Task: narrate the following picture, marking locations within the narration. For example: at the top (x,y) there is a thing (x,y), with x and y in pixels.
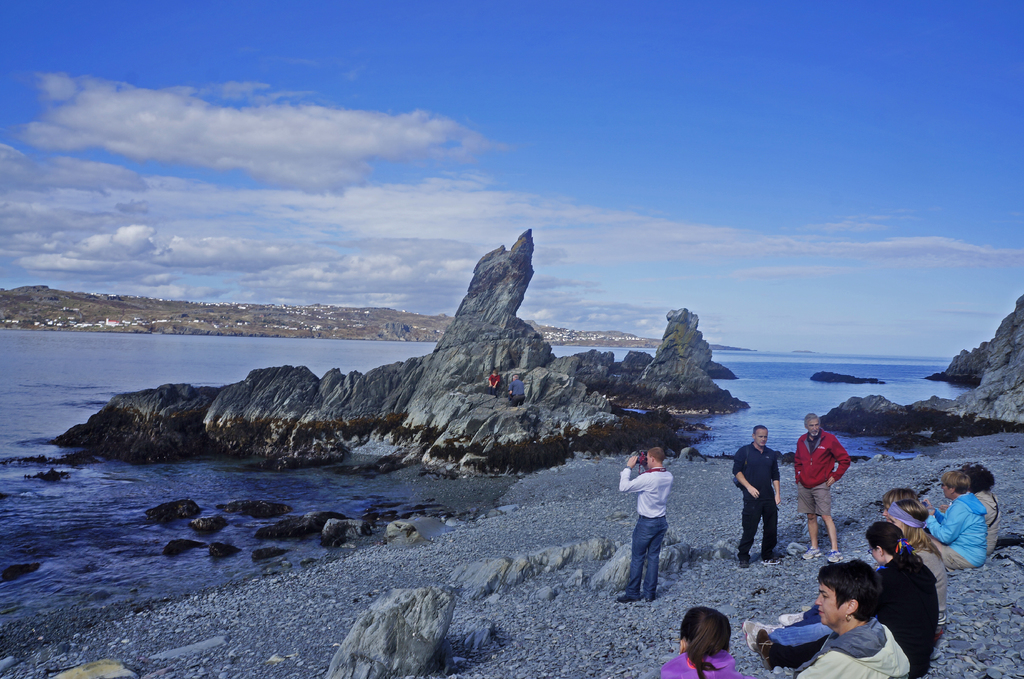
In the foreground (751,670) I can see a group of people (635,562) on the ground (435,578). In the background (340,346) I can see mountains (326,335), water (100,378), trees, houses (312,328) and the sky (578,142). This image is taken may be near the ocean (374,353).
